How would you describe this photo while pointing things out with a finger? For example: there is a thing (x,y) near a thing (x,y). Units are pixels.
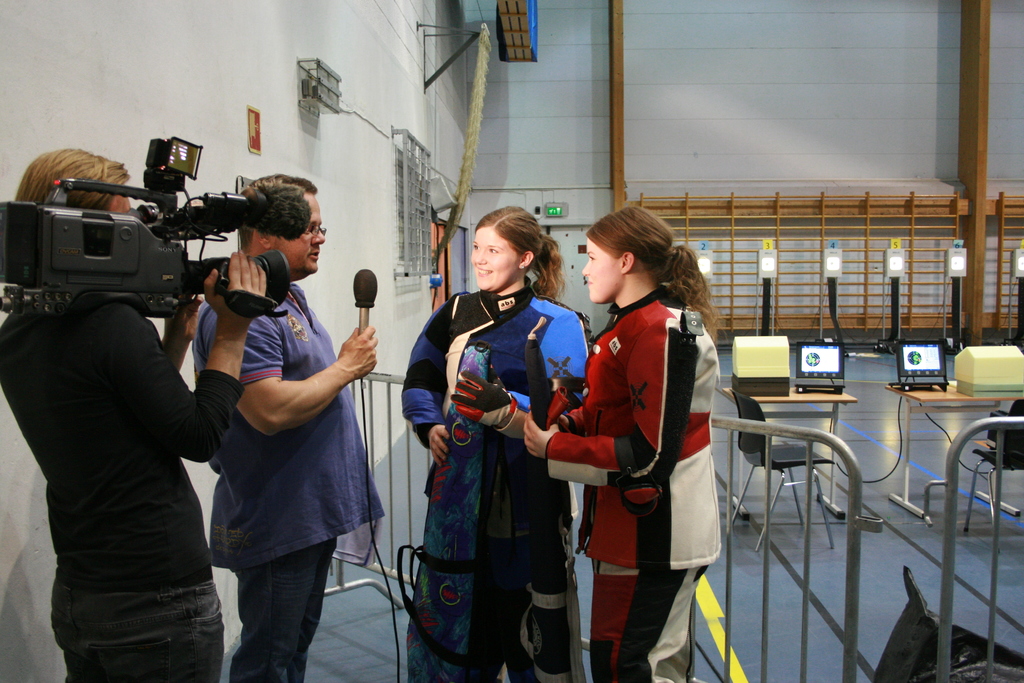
In this picture, we see four people (318,509) are standing. The woman (420,342) in the blue jacket (553,323) is smiling. The man (276,407) in violet T-shirt (276,488) is holding a microphone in his hand (371,366). He might be interviewing the women (502,358). Beside him, the man (149,407) in black T-shirt (132,415) is holding a video camera (164,254) in his hand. He is taking video. Behind them, we see a railing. Behind the man (126,426), we see a white wall (347,177). On the right side (1021,374), we see tables (763,400) on which laptops (806,362) and boxes (775,391) in yellow and black color are placed. We even see the chairs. In the background (713,151), we see a white wall (985,291) and we see some tables (765,295) which look like podiums (838,270) with numbers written on it.
